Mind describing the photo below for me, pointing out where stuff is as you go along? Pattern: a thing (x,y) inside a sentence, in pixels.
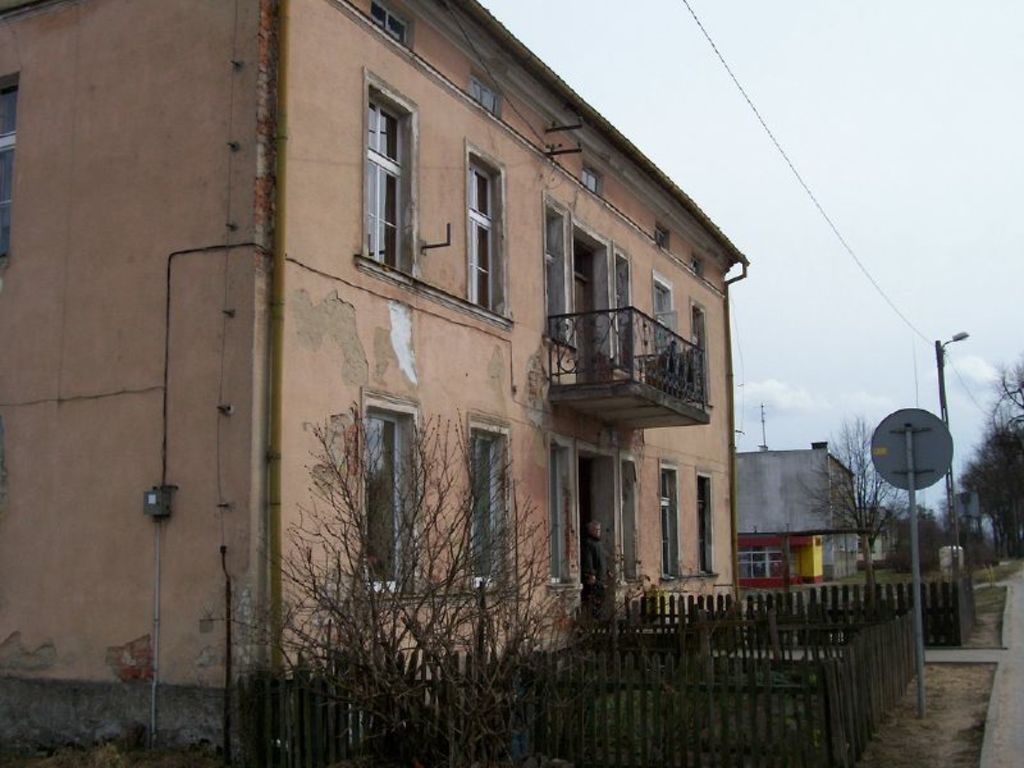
In the image there is a house (633,278) and a person (600,547) is standing beside the door (611,561) of house (584,524) and there is a wooden fencing (883,587) around the house (663,477) and beside the fencing (926,592) there is a caution board (927,463) and a street light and in the background (998,490) there are lot of trees (984,500).
